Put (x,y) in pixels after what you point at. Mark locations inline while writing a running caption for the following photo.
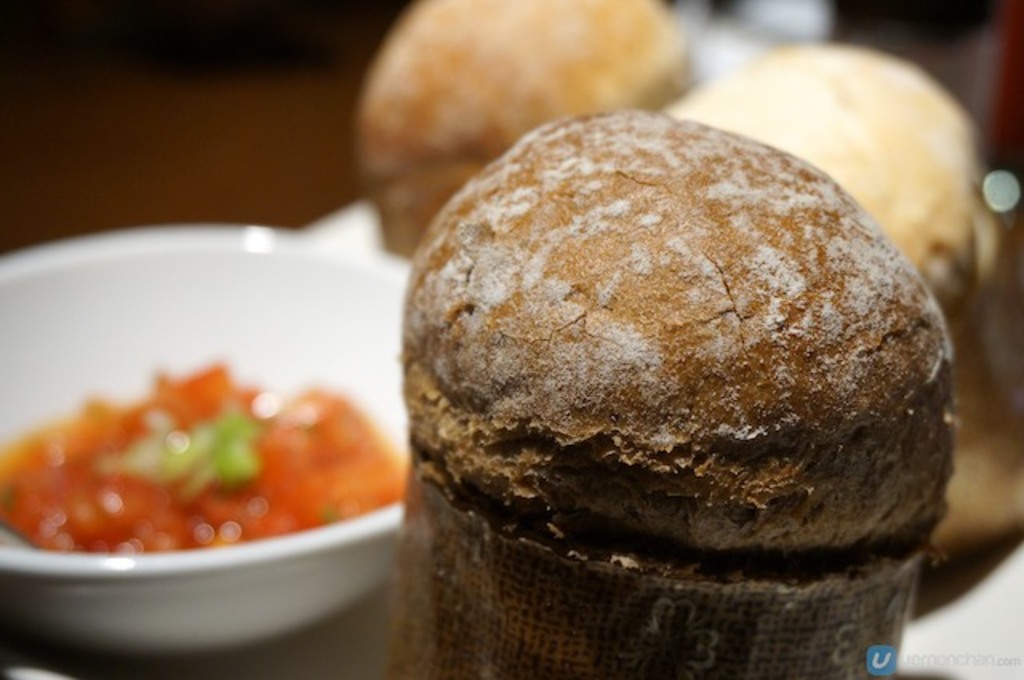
In this picture I can observe some food (594,361) placed on the table (173,96). On the left side (334,570) I can observe white color bowl (327,350). The background (154,96) is completely blurred.
